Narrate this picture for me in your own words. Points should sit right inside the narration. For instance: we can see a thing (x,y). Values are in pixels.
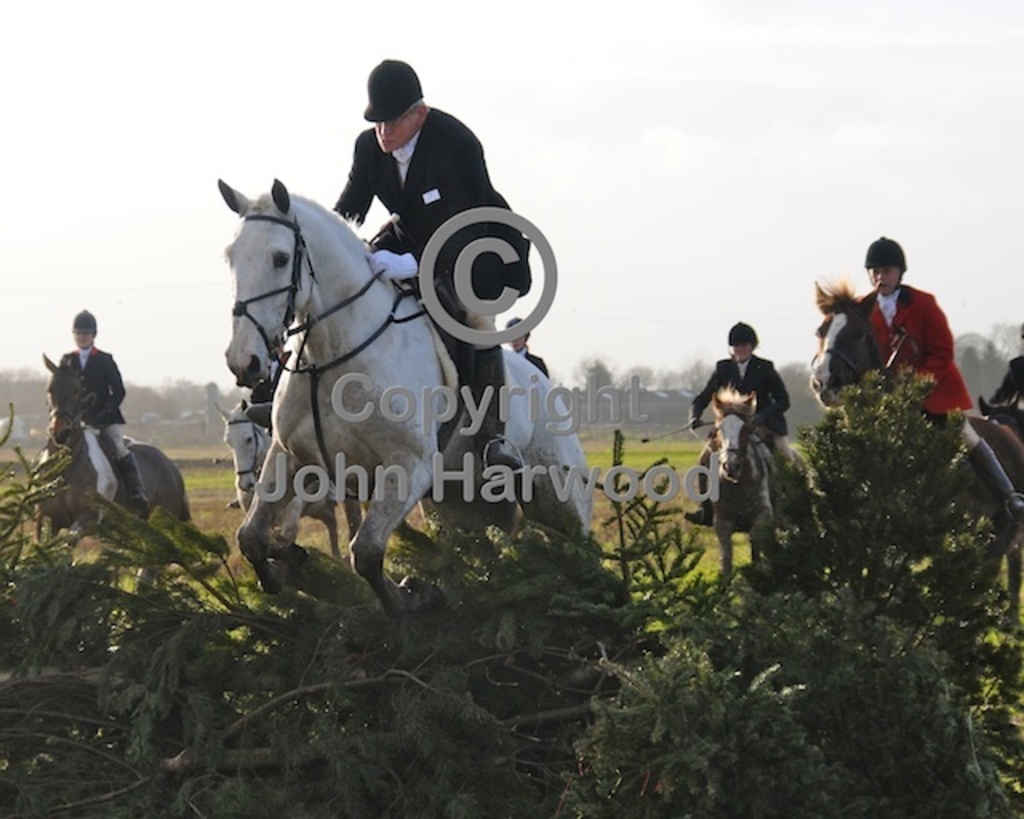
This picture shows few people (391,172) riding horses (374,452) and we see few plants (486,715) and trees (684,381) on their back and they wore a cap (387,98) upon their heads (387,98) and suit (366,160).
